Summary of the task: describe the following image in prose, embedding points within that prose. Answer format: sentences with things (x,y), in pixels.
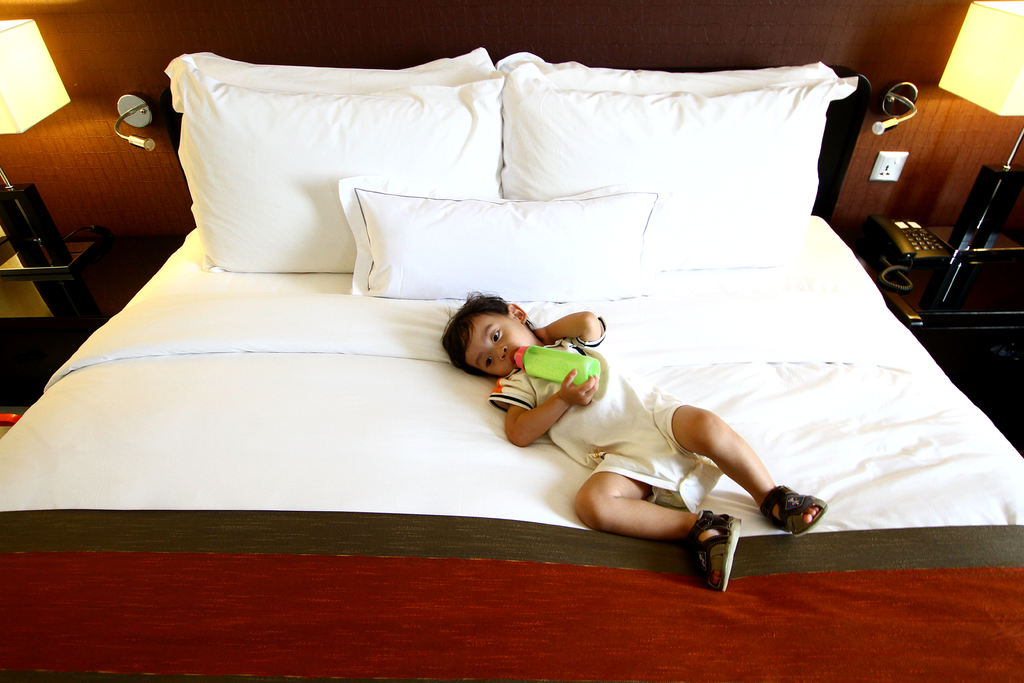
This picture is taken in a room (566,16). There is a kid (492,376) holding a bottle (600,366) and he is lying on the bed (743,570). There are 3 pillows (503,114) on the bed (739,585). Towards the left (10,208) there is a lamp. Towards the right (1005,58) there is a lamp (980,85), switch board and a telephone (902,225).
